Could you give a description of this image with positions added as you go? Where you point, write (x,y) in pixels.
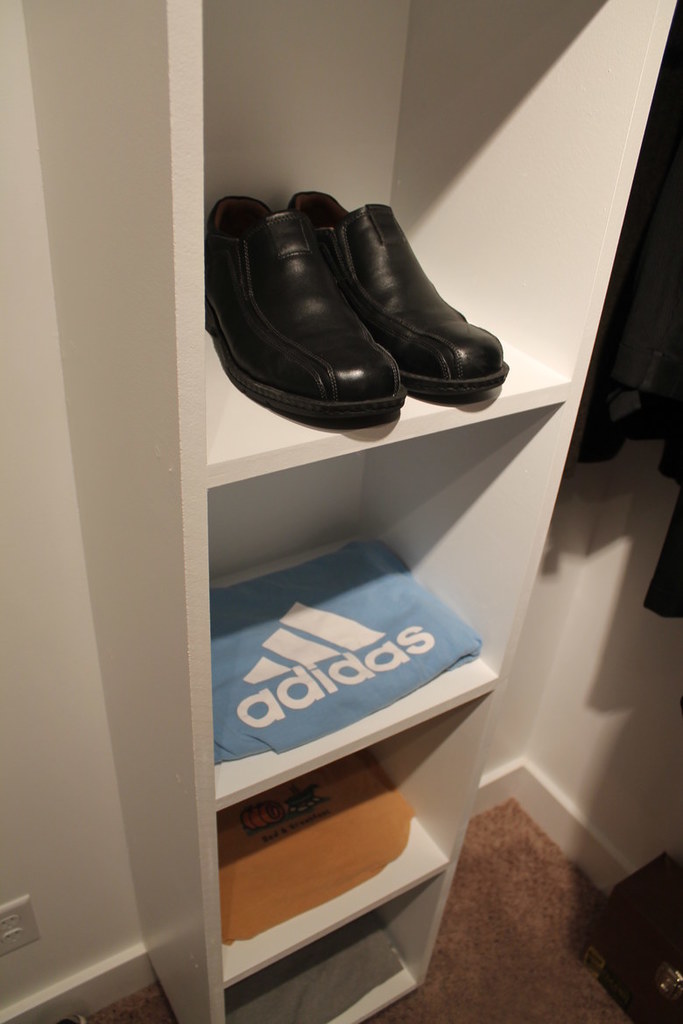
This picture shows a shelf (217,511) and we see pair of shoes (275,235) and a couple of t-shirts (312,774) and a carpet (497,964) on the floor (510,1005) and few clothes (605,411) on the side.
